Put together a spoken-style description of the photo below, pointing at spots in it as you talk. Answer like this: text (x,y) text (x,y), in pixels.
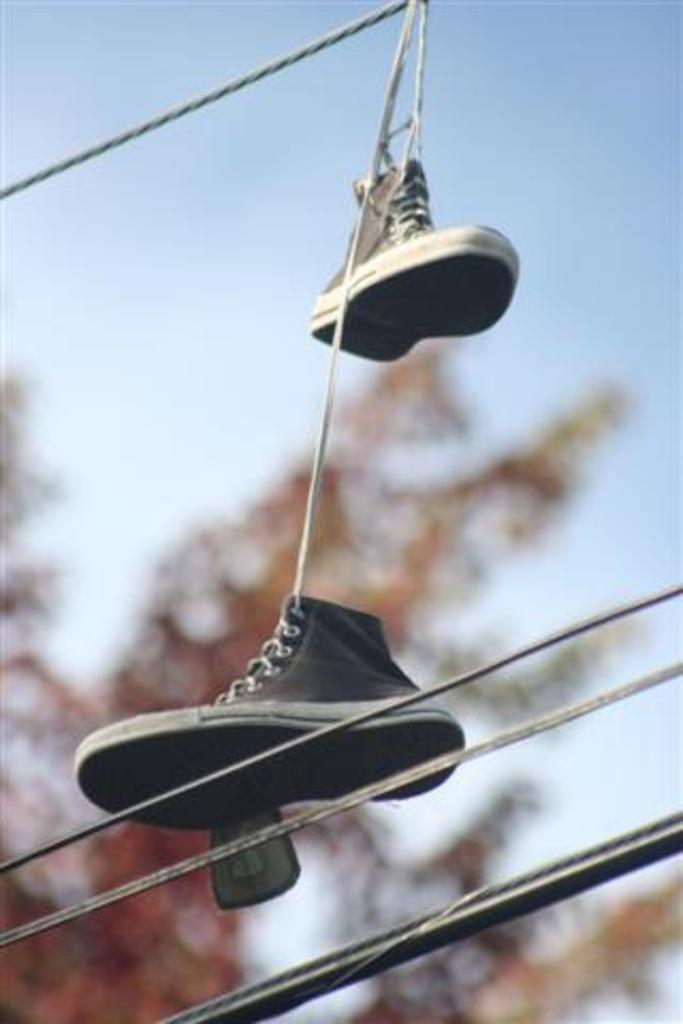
In this image there are two shoes (111,774) hanging may be on ropes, at the bottom (461,901) may be there are some cables (5,934), at the top (271,278) there is the sky (461,357), may be a tree (4,495) visible.
